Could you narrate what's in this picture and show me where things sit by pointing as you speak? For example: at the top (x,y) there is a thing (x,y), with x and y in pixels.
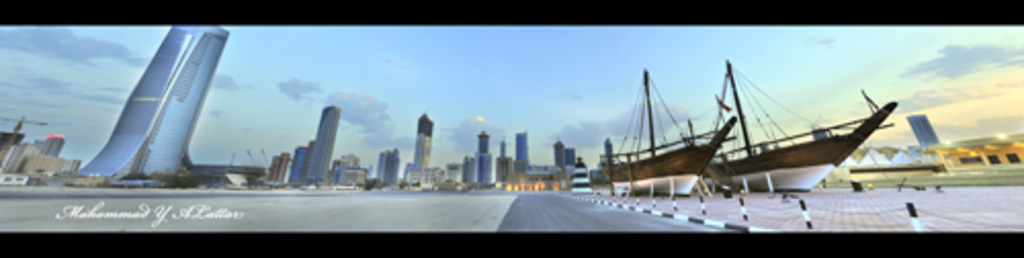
This is a panoramic image. In this image we can see a group of buildings (489,166), some poles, some ships (628,164) on the ground (692,205) and the sky (616,73) which looks cloudy. On the bottom of the image (212,207) we can see some text (125,214).
